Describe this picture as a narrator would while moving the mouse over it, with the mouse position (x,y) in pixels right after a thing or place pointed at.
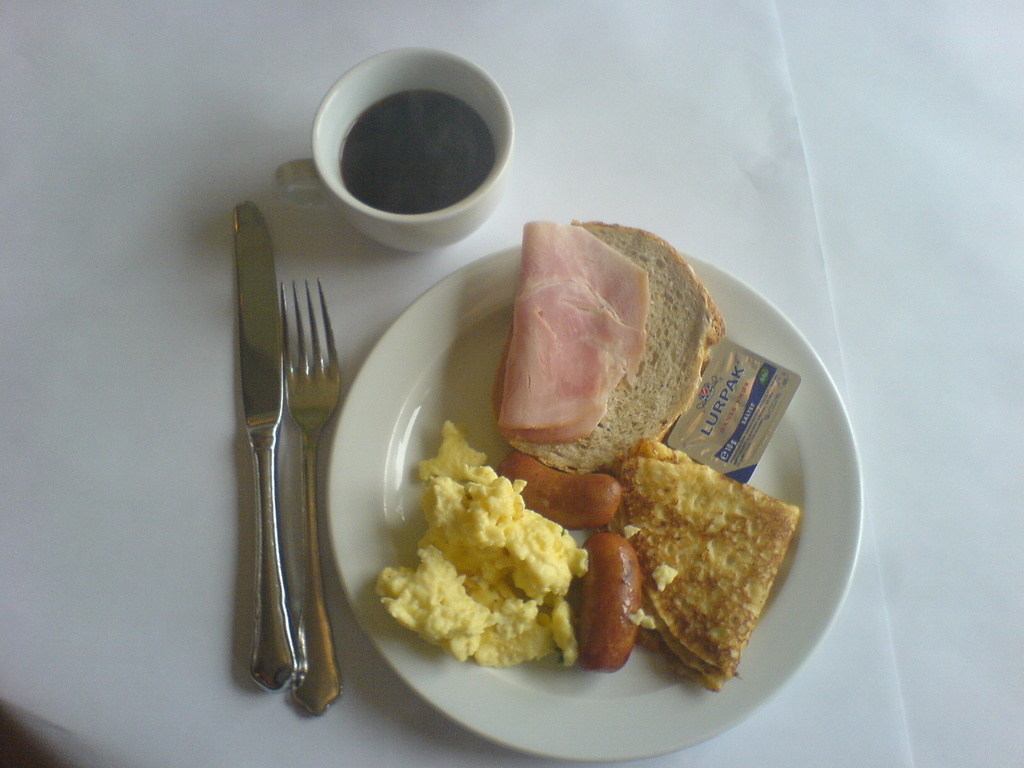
In this image, we can see some food (485,640) on the plate (833,494) and there is a fork (299,421) and a steel object (254,311) beside the plate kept on the white surface (807,100).
